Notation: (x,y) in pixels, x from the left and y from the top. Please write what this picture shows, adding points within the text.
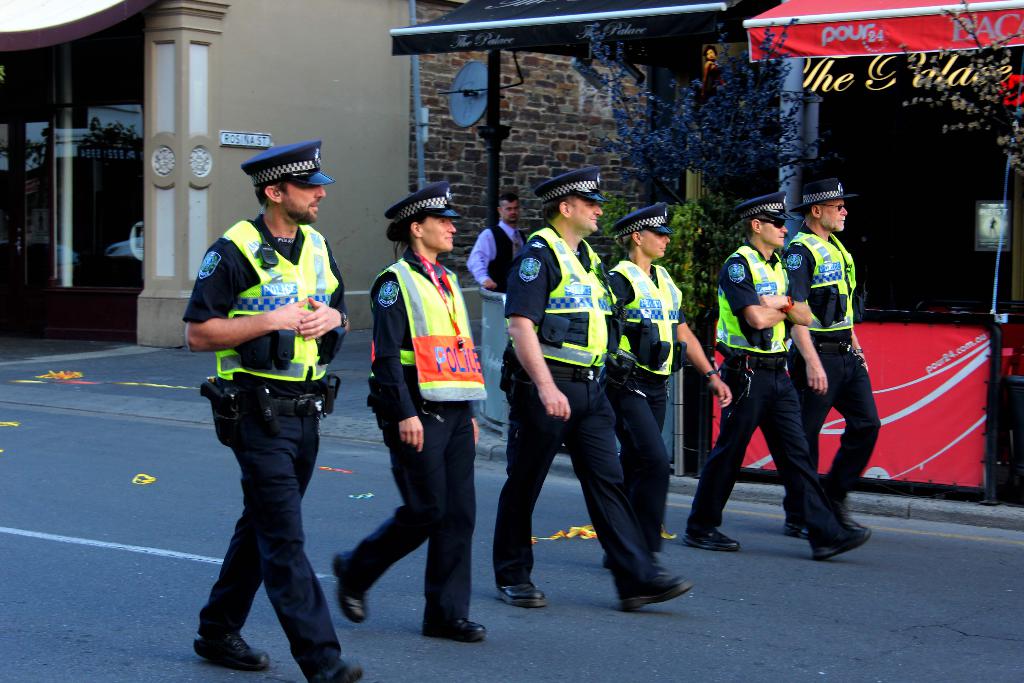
In this image we can see some police people (267,340) walking on the road (747,618), some objects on the road (141,477), one building (167,117) with glass door (28,114), one pipe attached to the wall (254,42), two shops (1006,471), one nameplate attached to the wall (260,55), some trees (733,99), one man (497,254) in the shop (521,26), some text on the shops (507,29), one dustbin (492,298), one poster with text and image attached to the shop glass window (976,274).
